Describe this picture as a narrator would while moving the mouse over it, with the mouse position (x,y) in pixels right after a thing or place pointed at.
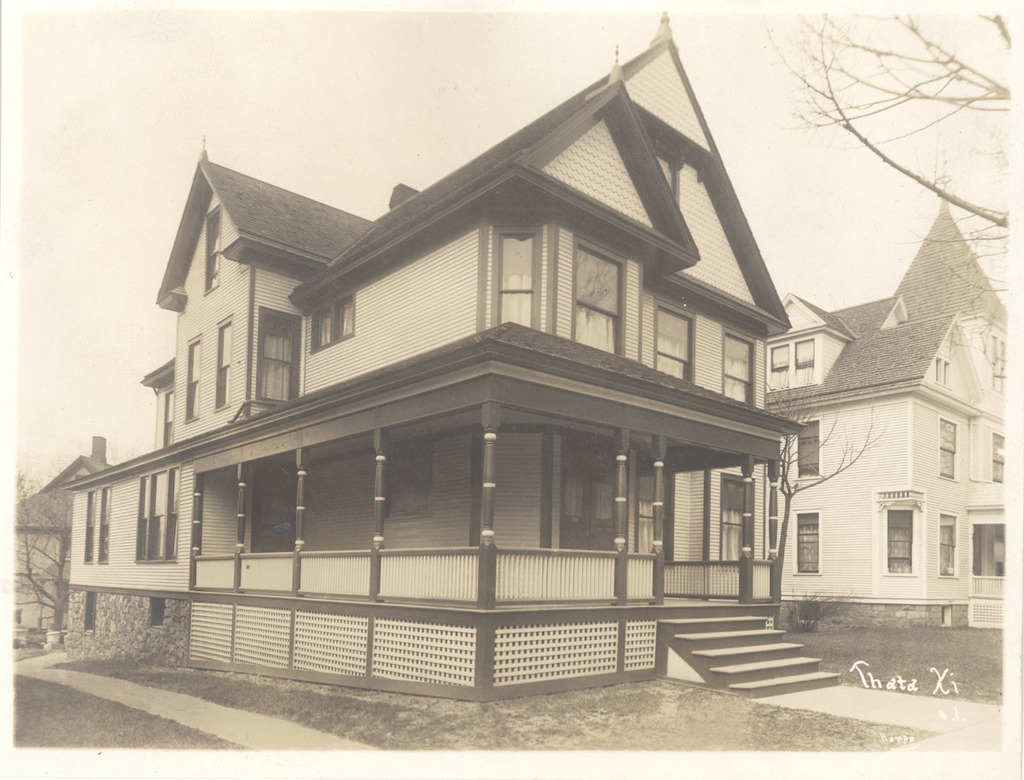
In this image, we can see homes (430,440), at the right side (953,100) top there is a tree (833,103), we can see the sky (178,100) at the top (178,100).
